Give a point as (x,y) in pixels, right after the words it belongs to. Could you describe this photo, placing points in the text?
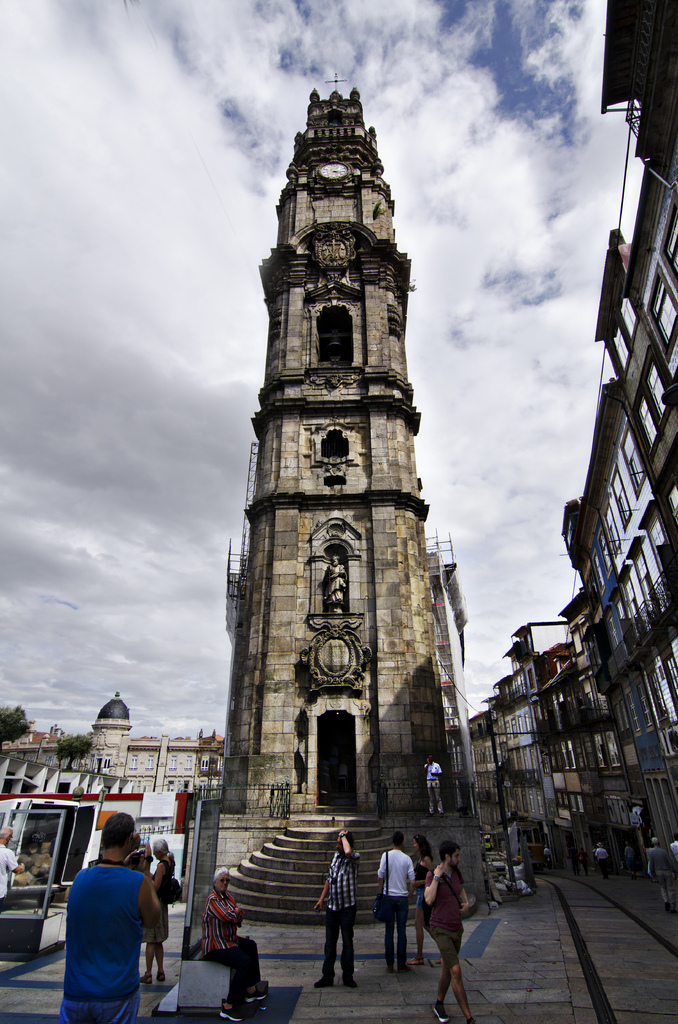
This picture describes about group of people (114,927), few are seated and few are standing, in the background (379,830) we can see few buildings (298,777) and trees (70,752).
